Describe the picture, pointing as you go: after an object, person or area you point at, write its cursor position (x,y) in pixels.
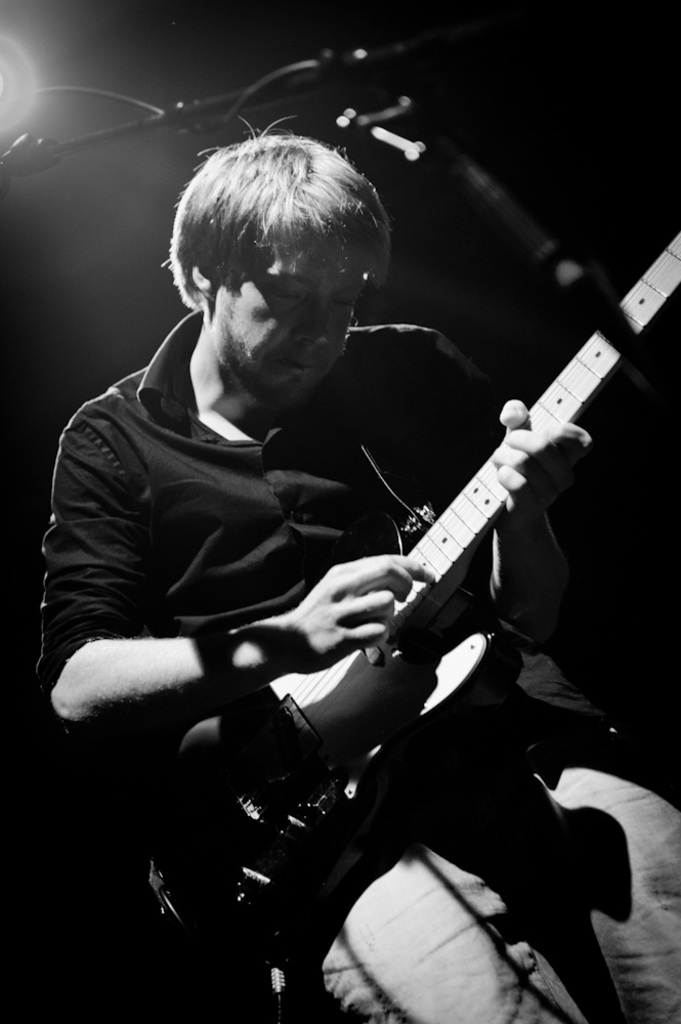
In this picture a man (282,523) is playing a guitar (482,655) in front of microphone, in the background (2,47) we can see a light (10,96).
